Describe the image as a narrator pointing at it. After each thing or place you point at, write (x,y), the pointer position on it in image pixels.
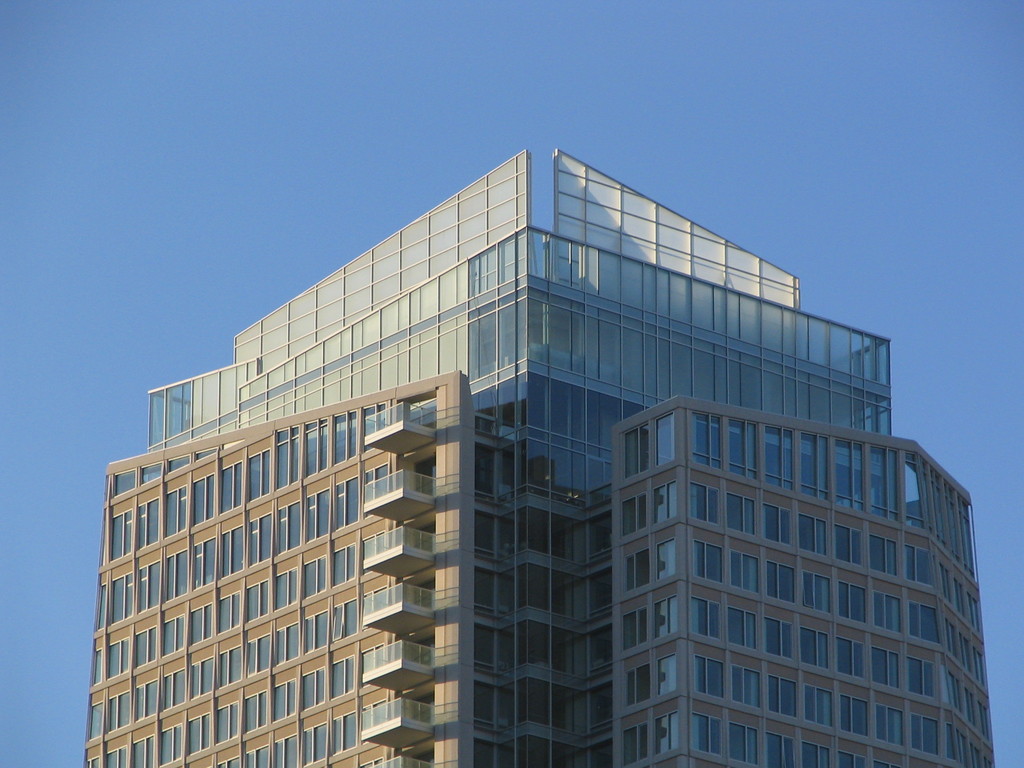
In the picture we can see a huge tower building (847,635) with windows (136,765) and glasses (559,735) to it and behind the building (505,692) we can see sky (857,221).
